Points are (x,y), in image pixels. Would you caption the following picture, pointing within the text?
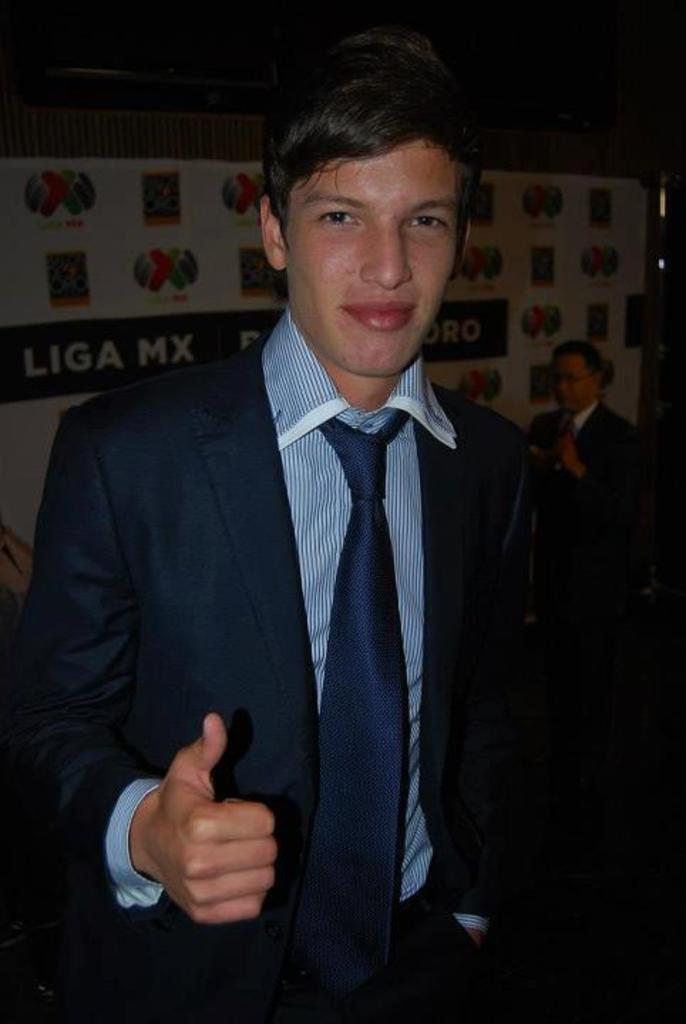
In this image I can see a man (305,333) is standing in the front (426,574) and I can see he is wearing a blazer (270,468), a blue shirt (308,494) and a blue tie (333,628). In the background (564,555) I can see one more man (549,519) in the formal dress (565,579) and a white colour board (39,170). I can also see something is written on the board (605,208).
